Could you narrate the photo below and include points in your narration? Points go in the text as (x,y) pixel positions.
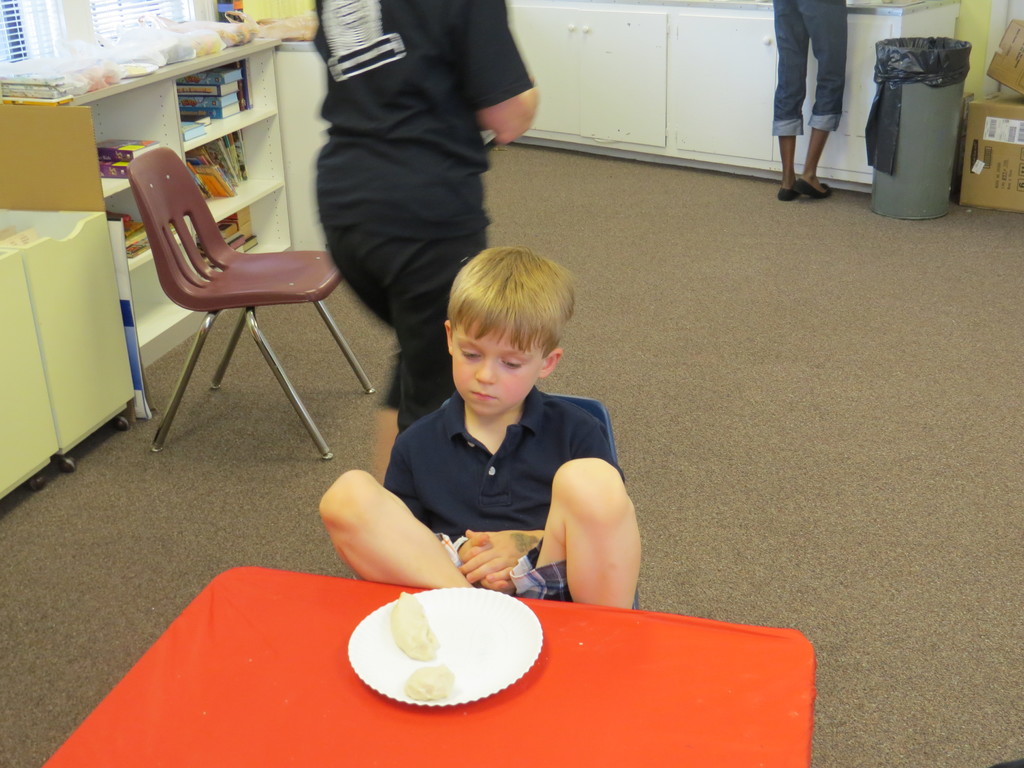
In this picture there is a boy (477,442) who is sitting on a chair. There is a paper plate (515,627), food (419,684). There is a table (604,684), chair (214,272), books (225,229) in the shelf (261,107) and few other objects (127,54) on the table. There is a bin (946,119), boxes (985,138). There are two people (402,154) standing. There is a cupboard (633,94).
